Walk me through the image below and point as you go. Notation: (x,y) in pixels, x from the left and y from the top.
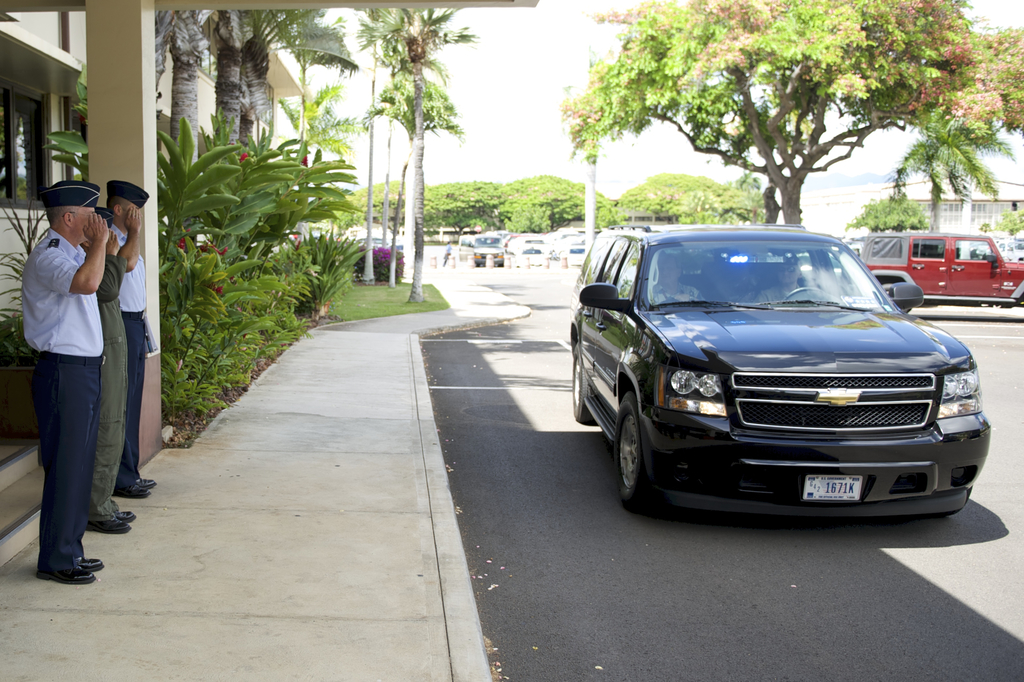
This is outside a building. There is a car (726,346). In the left side (127,488) we can see three people (87,418) in uniform (114,354). Beside them there is a pillar (138,108). There are many trees (207,230) in the left side (315,209). In the background (454,192) also there are many trees (739,166). There are many cars (536,246) in the background (505,245). The sky (459,164) is sunny. There is a building (70,89) in the left side (23,70).
